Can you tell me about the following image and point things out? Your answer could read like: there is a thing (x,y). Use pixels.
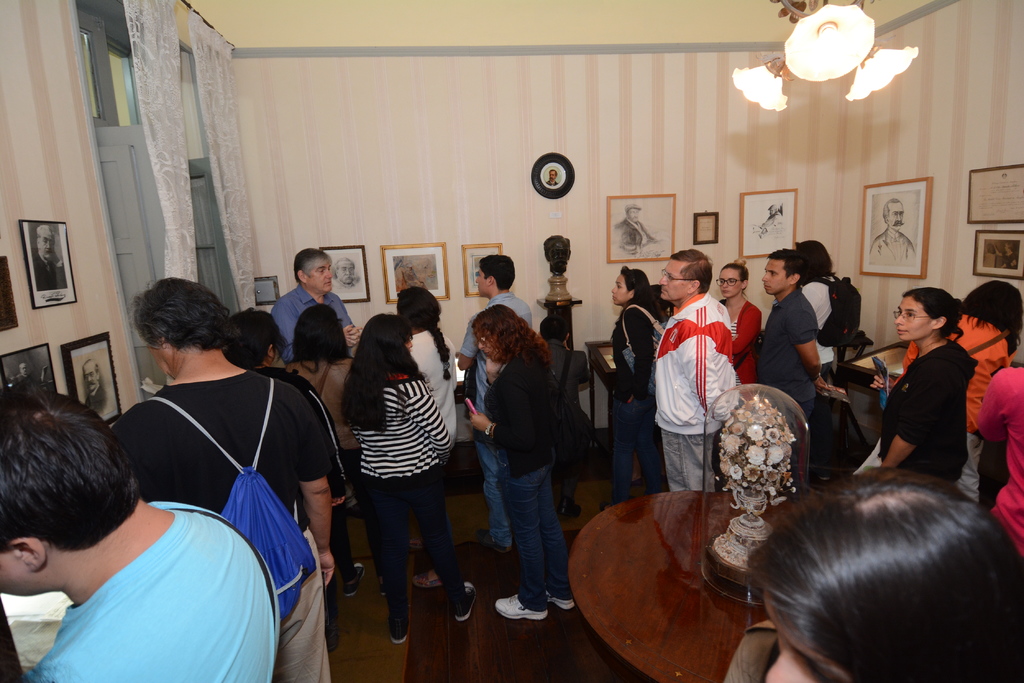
In this image there are group of people (538,406) who are standing. On the top (535,161) there is a wall (390,125) on the wall (535,123) there are some photo frames (390,264), and in the top right (843,64) there is a chandelier (811,41) and on the left side (147,186) there is a door (144,230) and curtains (169,109) and wall (64,166) is there and on the bottom (666,584) there is one table (666,566) on that table (688,568) there is one flower pot (739,508).
